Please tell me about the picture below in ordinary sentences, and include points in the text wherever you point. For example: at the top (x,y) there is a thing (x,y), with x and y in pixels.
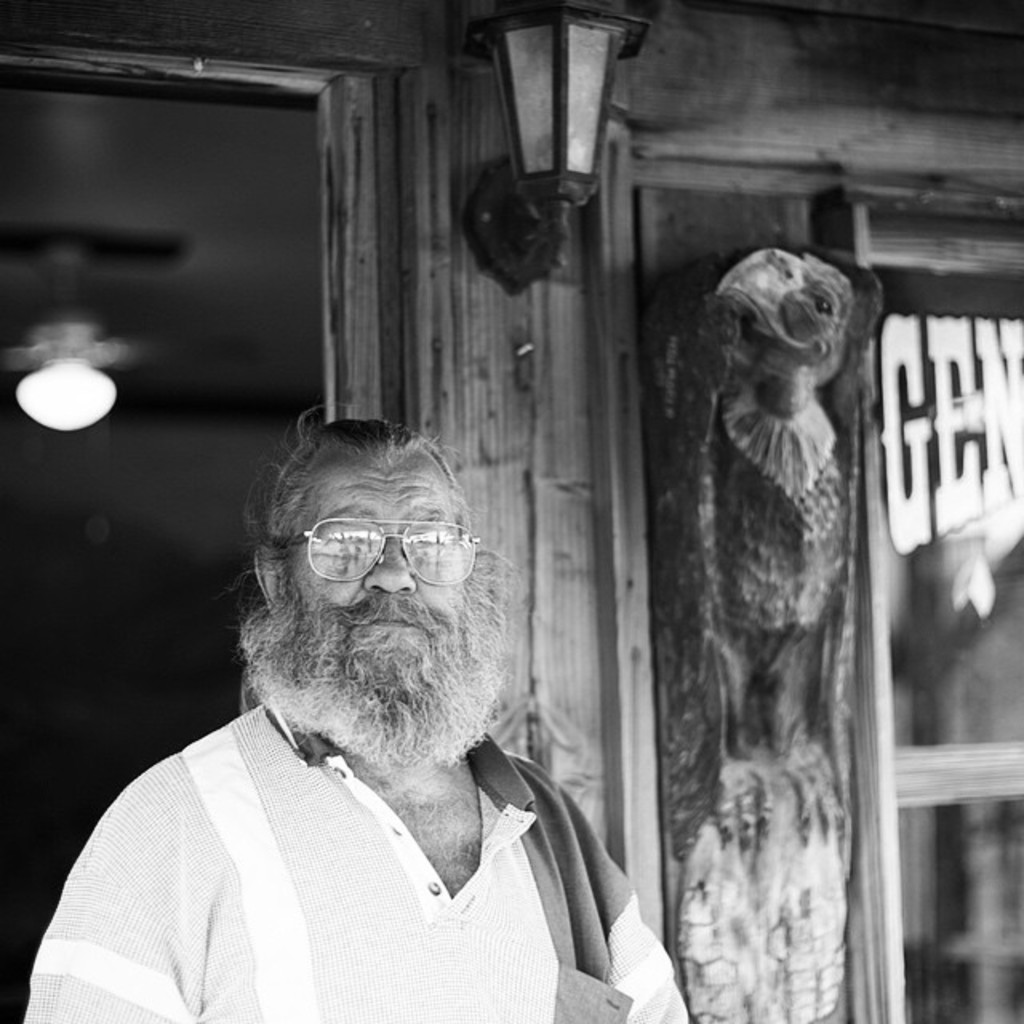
In this picture we can see the old man (384,799) with long beard (409,752) standing in the front (394,895) and looking to the camera. Behind we can see the wooden panel wall (693,168) with black wall light (593,182).
